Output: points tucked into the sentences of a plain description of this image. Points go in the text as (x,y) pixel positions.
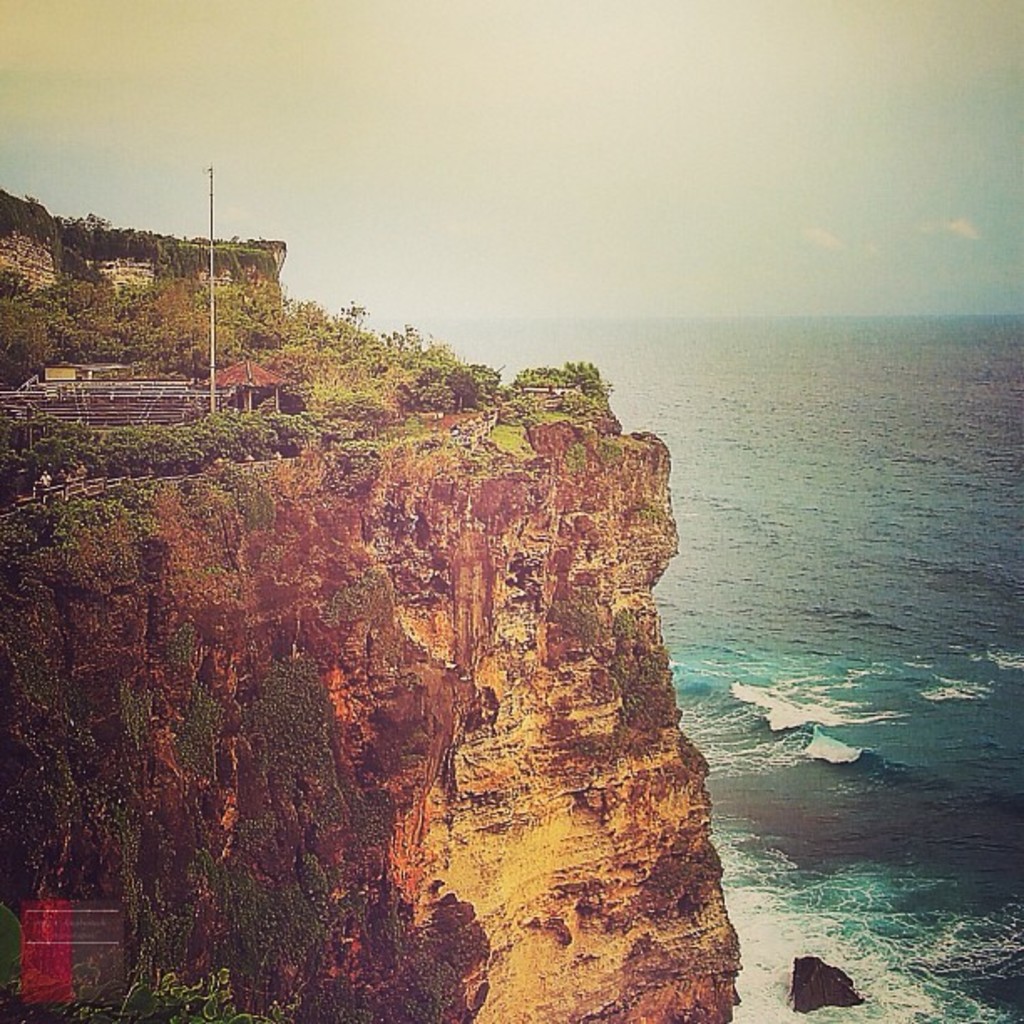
There is a mountain (343,622) on the left side of this image (325,681), and there is a sea (768,614) on the right side of this image (768,614). The sky (615,114) is at the top of this image (606,139).
